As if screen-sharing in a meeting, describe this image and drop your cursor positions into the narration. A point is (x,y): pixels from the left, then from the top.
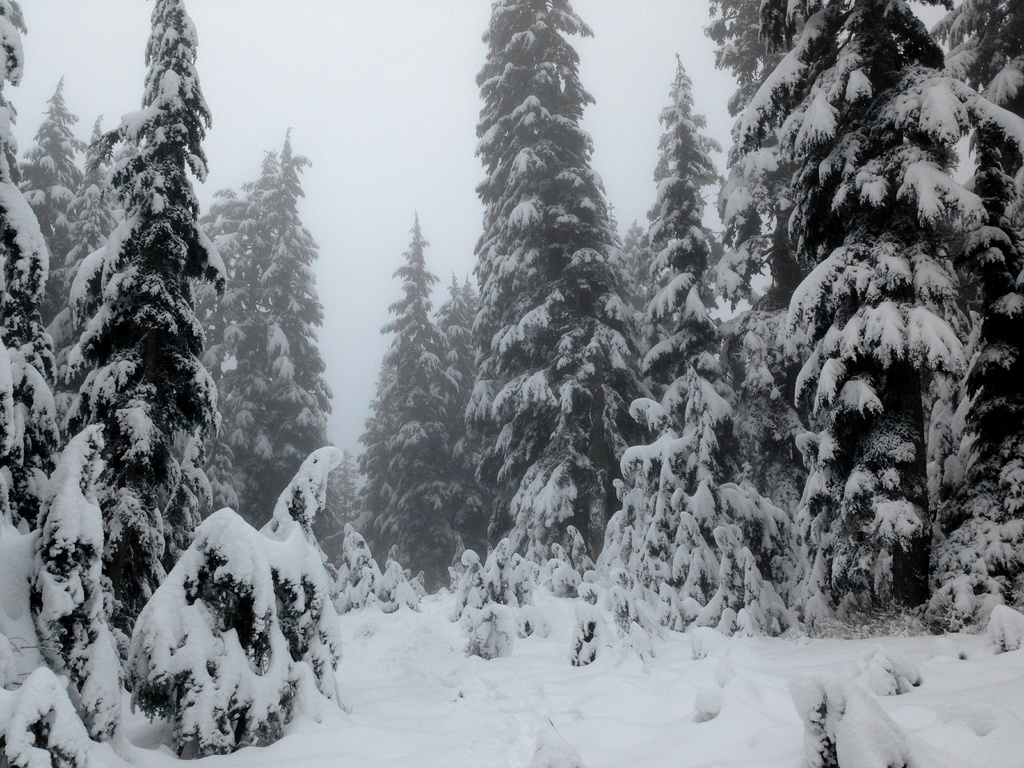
In the image there are plenty of tall trees (588,352) filled with snow (187,553) and the entire area (527,699) is also covered with dense ice (841,678).
